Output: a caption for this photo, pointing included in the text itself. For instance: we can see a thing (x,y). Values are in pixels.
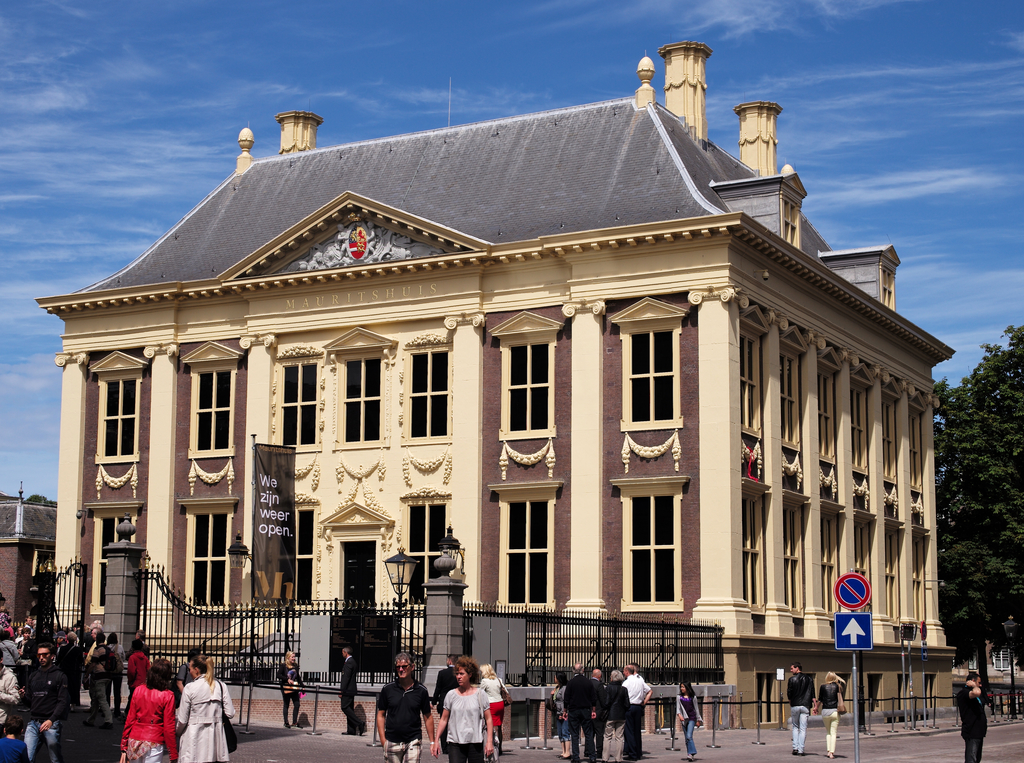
In this picture we can see a building (480,445) in the middle (434,449), there are some people (693,728) standing at the bottom (140,742), we can see a gate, fencing (141,604), a hoarding (271,559), a sign board (843,639) and a light (397,588) in the middle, on the right side (978,464) there is a tree (985,498), we can see the sky (435,108) at the top of the picture (427,99).
